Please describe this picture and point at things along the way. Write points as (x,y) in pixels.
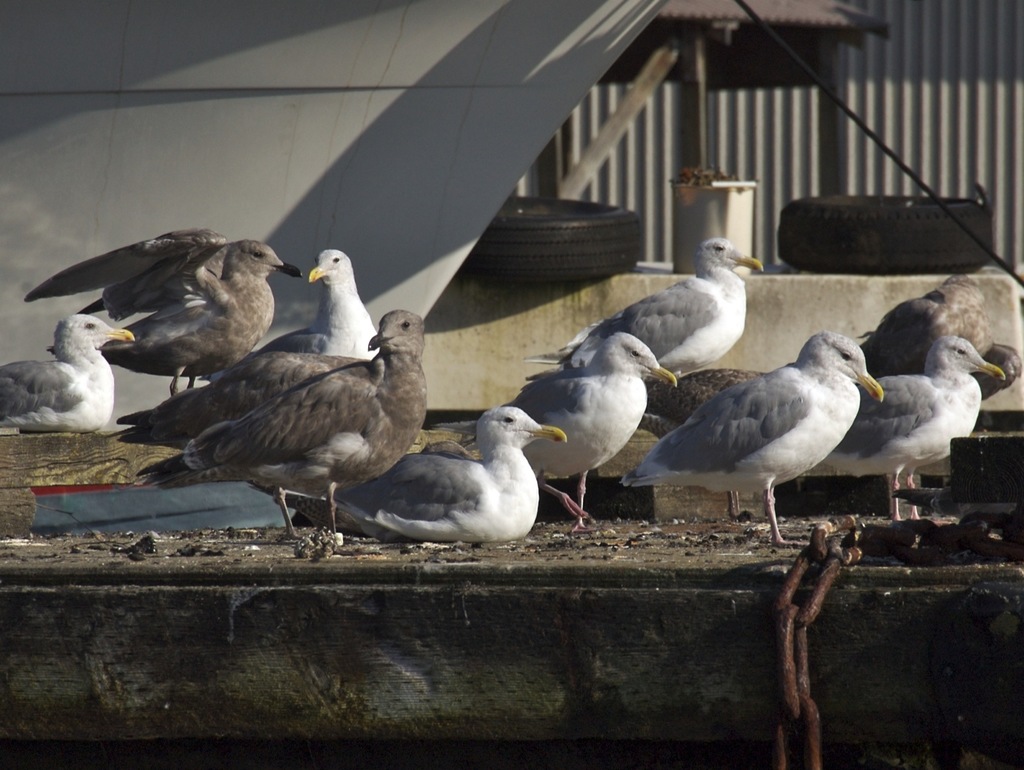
In this image there are group of gulls (564,423) standing on the wooden floor (446,551). At the bottom (800,626) there is a chain (795,632). In the background (900,231) there are two tires (839,237) on the wall (786,276). In between them there is a plastic bucket (710,201). On the left side (145,132) top there is a wall (178,84).
